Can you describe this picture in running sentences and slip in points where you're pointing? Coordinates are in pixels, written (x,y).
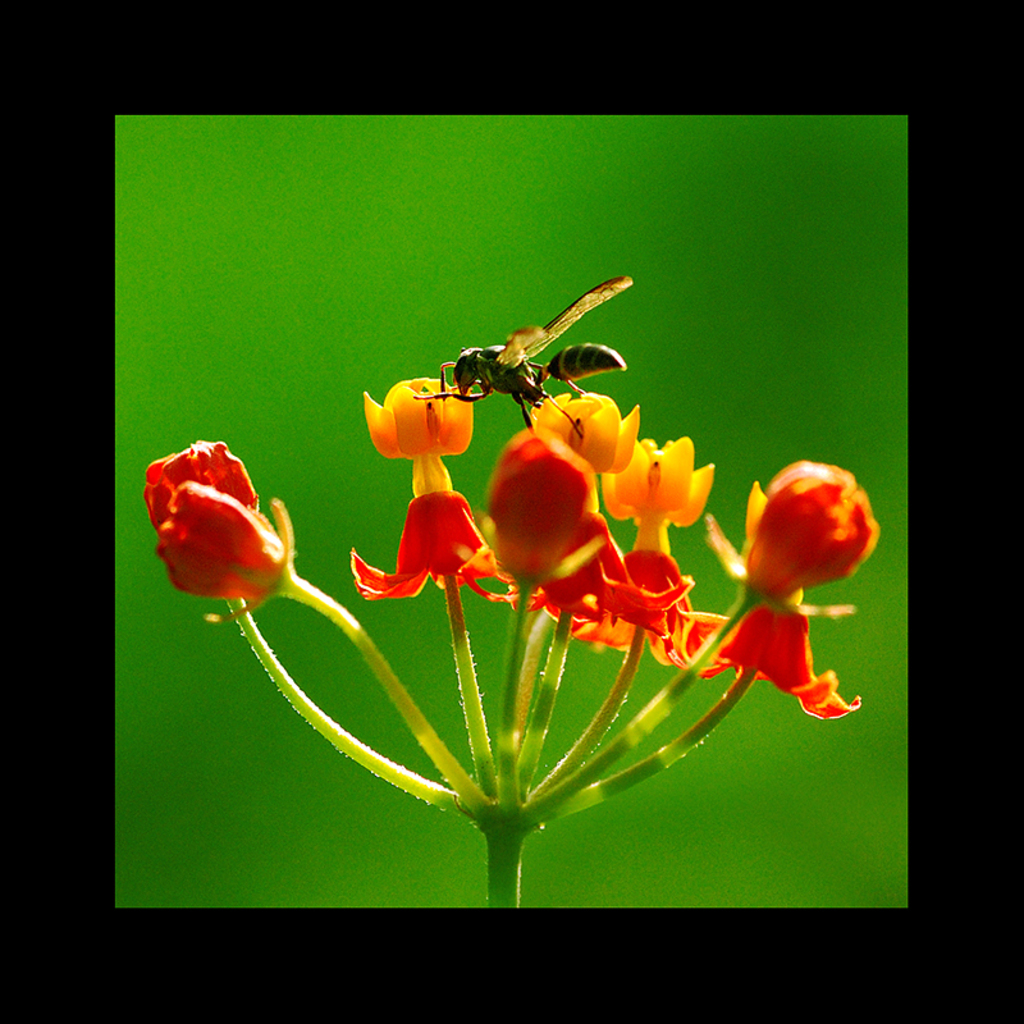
In this image I can see an insect (512,370) on a flower (472,527). There is a green background (855,397) and there are black borders (968,491).
